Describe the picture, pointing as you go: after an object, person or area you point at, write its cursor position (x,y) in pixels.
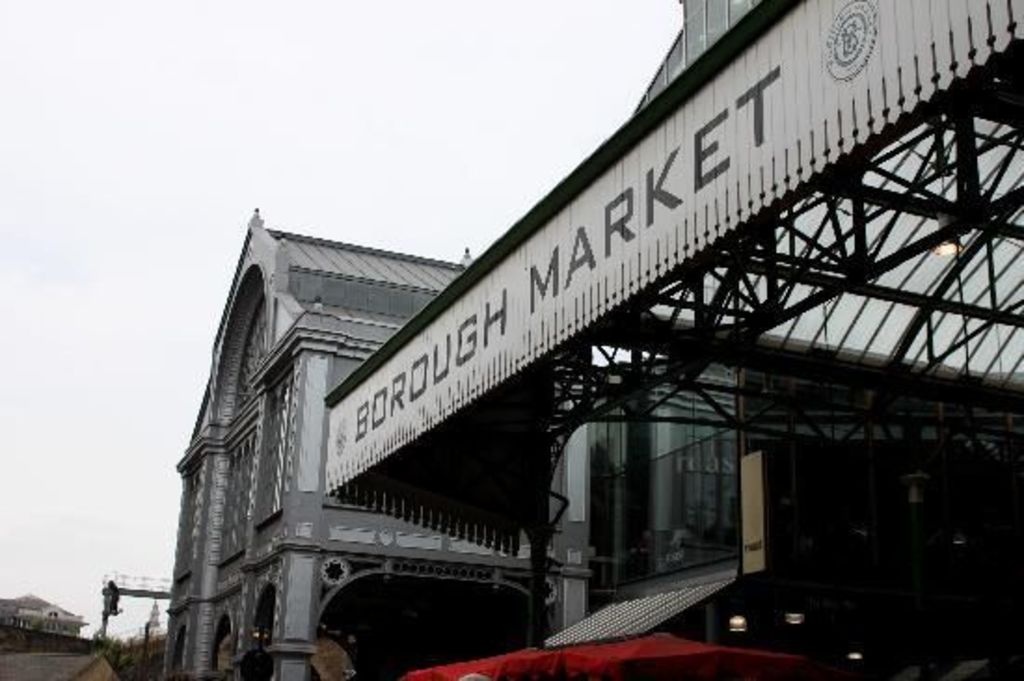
In this image I can see a building (389,396), at the top of the building (289,254) I can see the sky (308,139).
